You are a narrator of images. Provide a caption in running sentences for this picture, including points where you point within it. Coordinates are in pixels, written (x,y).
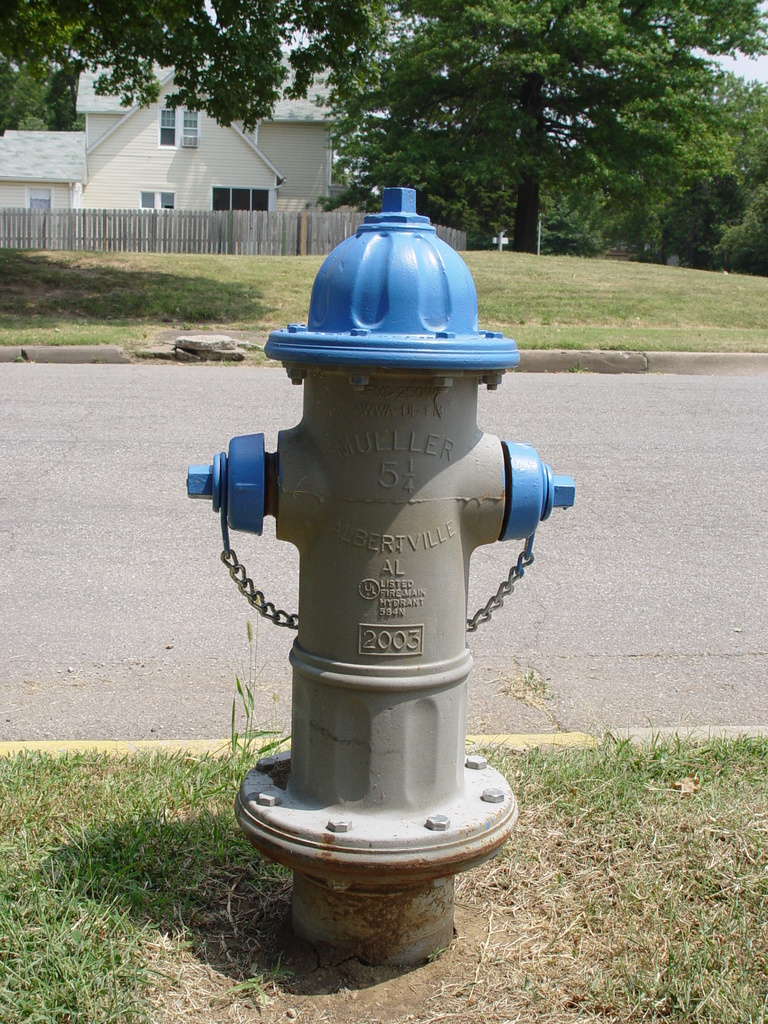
In this image there is a water hydrant (345,715) on the ground (268,951). There is grass (204,902) on the ground (555,834). Behind it there is a road (573,465). Beside the road (691,528) there's grass (278,270) on the ground (639,303). In the background (584,120) there are trees (504,93) and a house (192,171). There is a wooden fencing (122,221) around the house (29,155). At the top (751,66) there is the sky (722,67).
